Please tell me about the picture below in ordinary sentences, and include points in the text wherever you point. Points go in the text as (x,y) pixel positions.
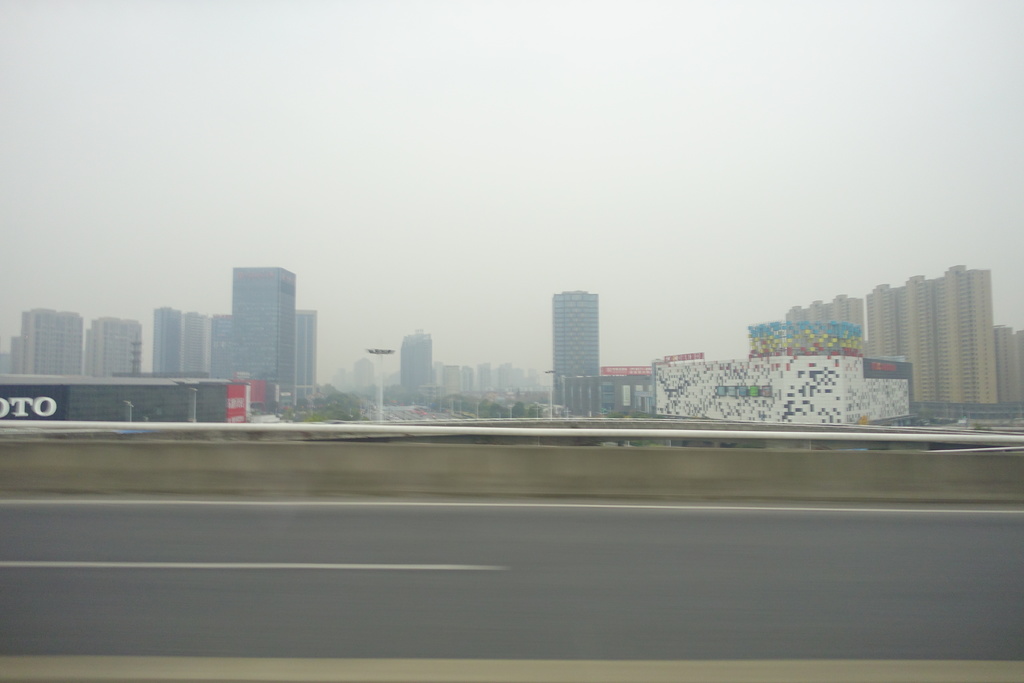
In this image, we can see a road (702,563). There are some buildings (171,351) in the middle of the image (582,316). In the background of the image (668,108), there is a sky (385,78).
